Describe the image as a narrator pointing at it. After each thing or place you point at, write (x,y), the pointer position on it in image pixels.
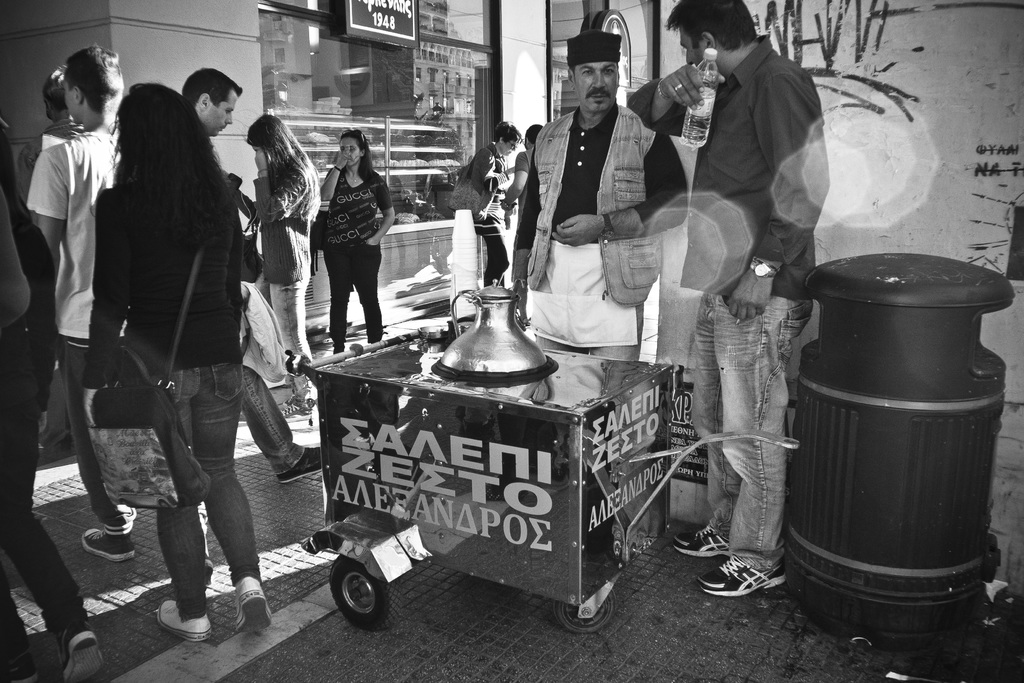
In this image we can see a group of people (591,276) are standing, here a man (689,288) is standing, and holding a water bottle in the hands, in front (432,412) here is the trolley (413,372), here is the vessel (515,304) on it, here is the pillar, here is the wall (236,121).
